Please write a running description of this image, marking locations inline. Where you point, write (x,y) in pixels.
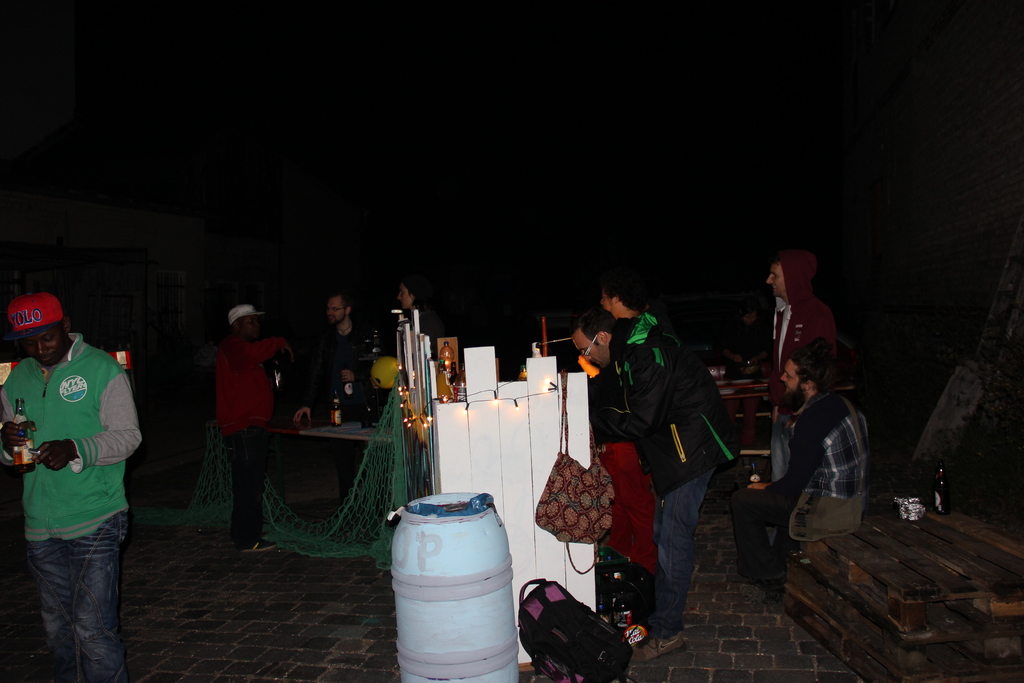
In this image there is a table (349,429) in the middle (344,427). On the table (365,429) there are glass bottles (337,418). Beside the table (325,424) there are few people (344,351) who are standing by holding the glass bottles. In the middle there is a drum (429,560). Beside the drum (451,582) there is a bag (585,624) on the floor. Behind the drum (475,550) there's a wall (484,424) to which there are lights (515,394). ON the right side (767,353) there are few people (733,353) who are standing on the floor (704,544).
